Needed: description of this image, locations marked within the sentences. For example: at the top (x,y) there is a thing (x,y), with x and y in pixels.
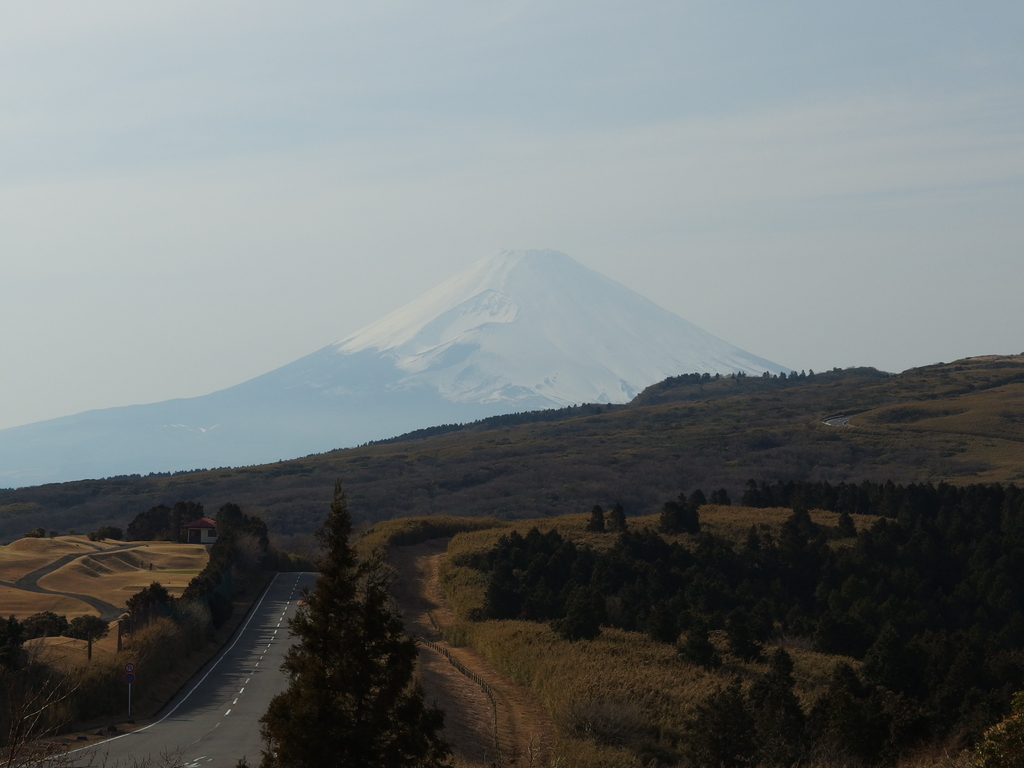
In this image I can see the road (233,675). To the side of the road (174,740) I can see many trees (376,642). In the background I can see few more trees (516,555), mountains (427,425), clouds (562,186) and the sky (480,161).
